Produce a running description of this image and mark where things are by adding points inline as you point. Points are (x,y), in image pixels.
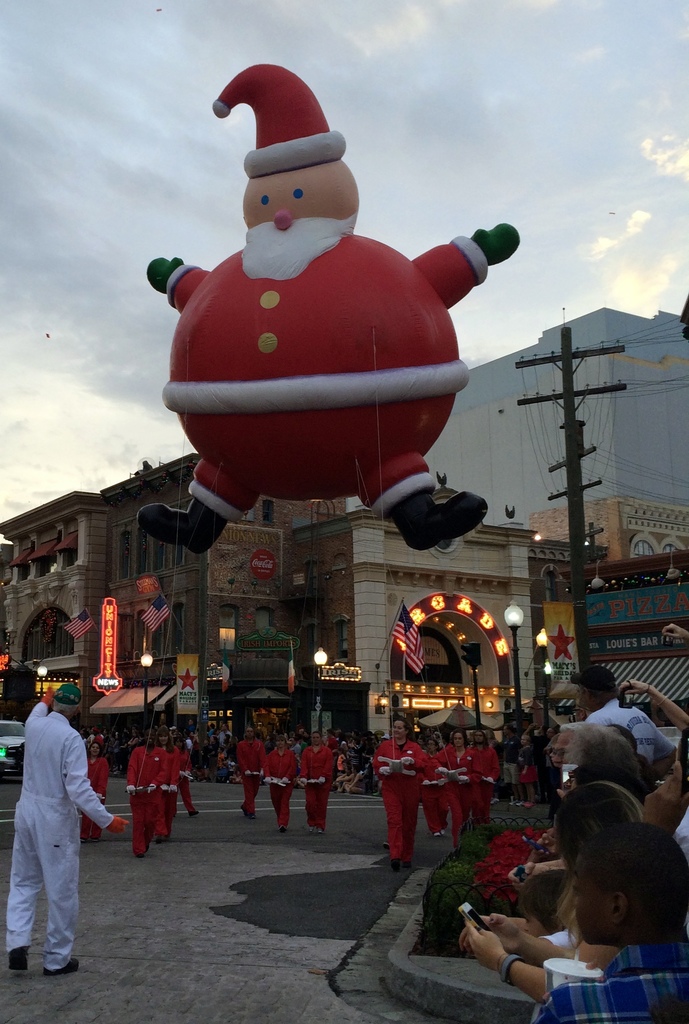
This is the picture of a city (239,720). In this image there are group of people (406,802) with red dress (409,792) standing and holding the ropes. At the back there are group of people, few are sitting and few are standing. At the back (40,626) there are buildings (581,381), poles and there are wires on the pole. At the top (619,206) there is sky (674,143) and there are clouds (600,251). At the bottom (275,917) there is a road (318,977) and there is plants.
